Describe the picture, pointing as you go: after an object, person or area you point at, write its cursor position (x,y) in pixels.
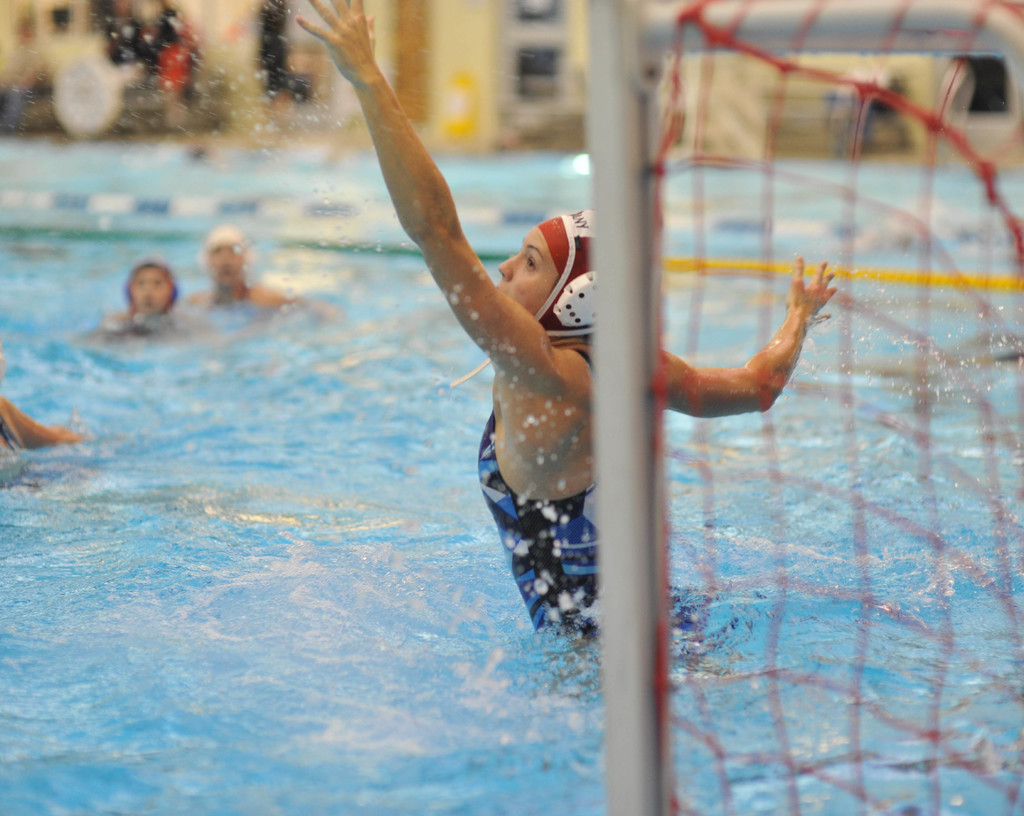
In this picture I can observe some people (512,533) in the swimming pool (462,476). On the right side (793,387) I can observe net (924,122). The background (157,123) is blurred.
